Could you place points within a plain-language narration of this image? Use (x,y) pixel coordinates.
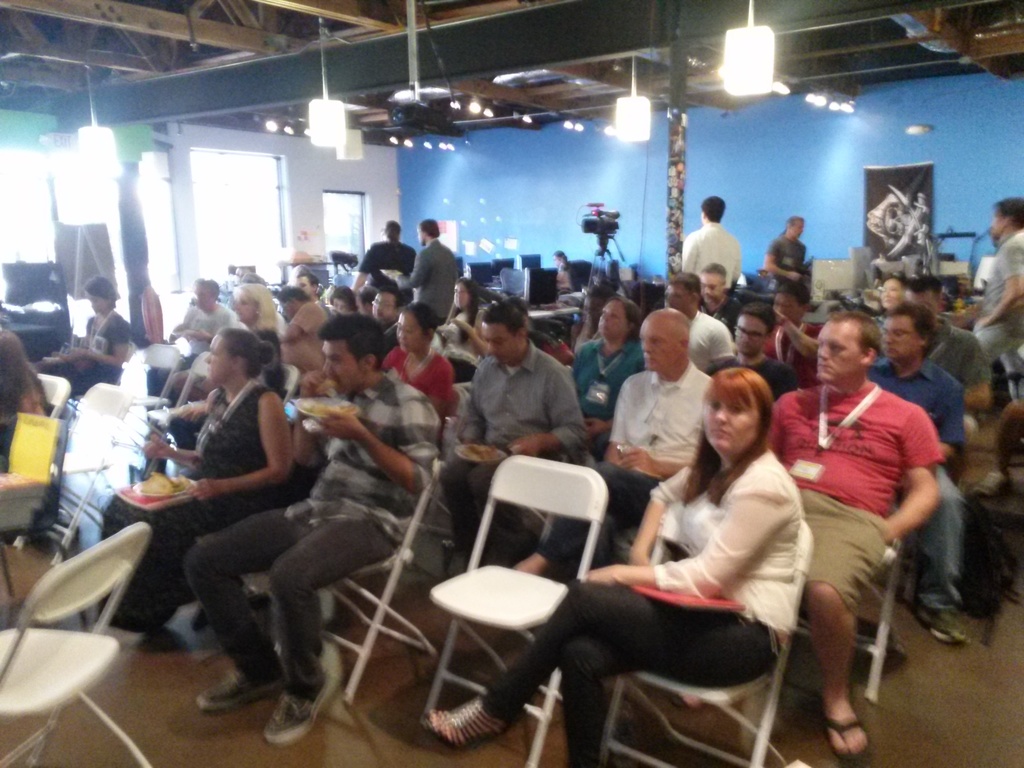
In this image i can see a group of people (516,526) are sitting on a chair (547,599). I can also see there few lights (729,55) and blue color wall (764,166).
